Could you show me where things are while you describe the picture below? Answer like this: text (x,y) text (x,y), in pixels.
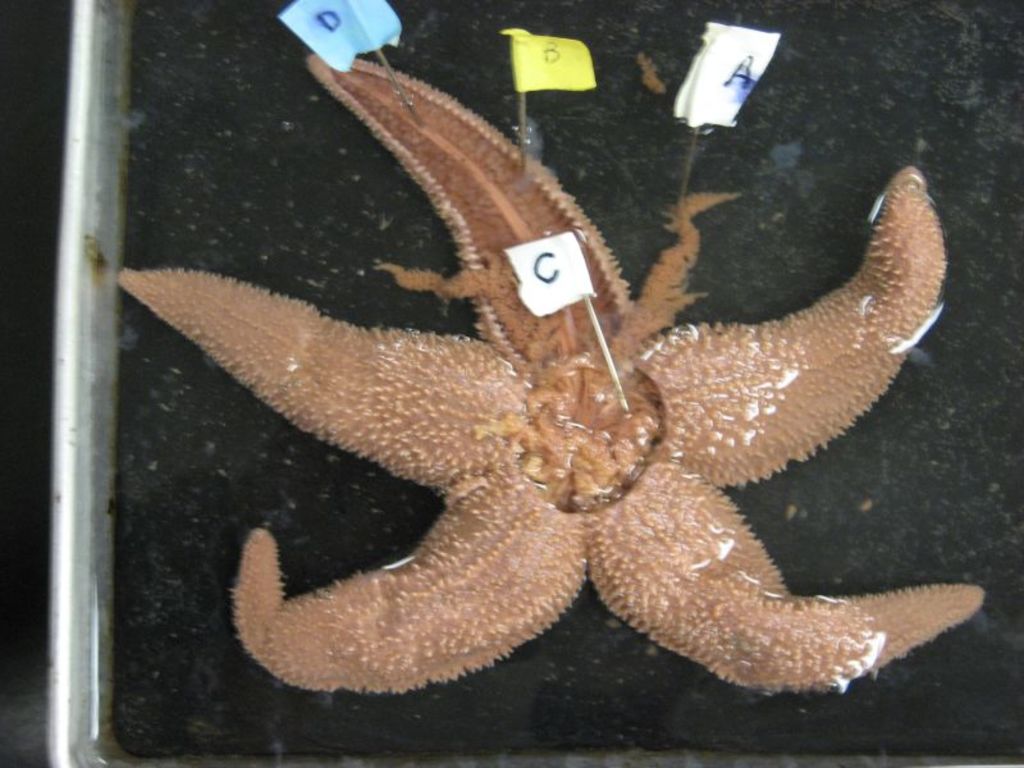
In this image there is a starfish (625,391) having few sticks (613,376) on it which is having a paper (565,285) with the text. Starfish (626,343) is on the tray (885,37).
